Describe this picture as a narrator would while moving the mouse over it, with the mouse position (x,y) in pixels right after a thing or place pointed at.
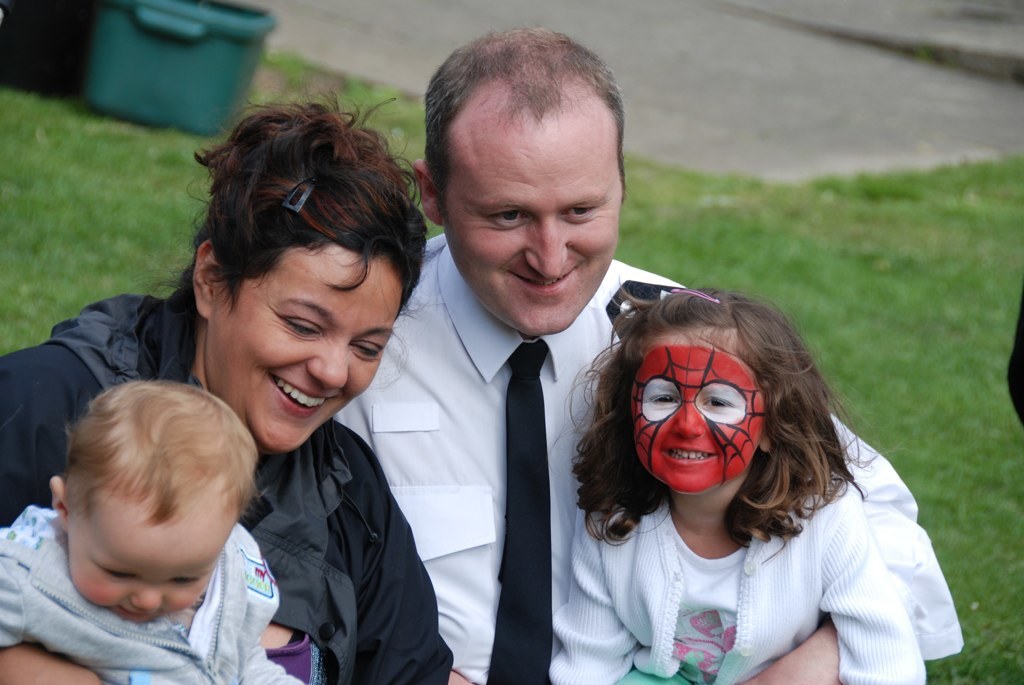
In this image, we can see a man (515,266), lady (338,309) and a kid (206,572) and there is a girl (714,411) wearing mask (707,420) to her face (704,424). In the background (665,210), there is ground (861,299).
